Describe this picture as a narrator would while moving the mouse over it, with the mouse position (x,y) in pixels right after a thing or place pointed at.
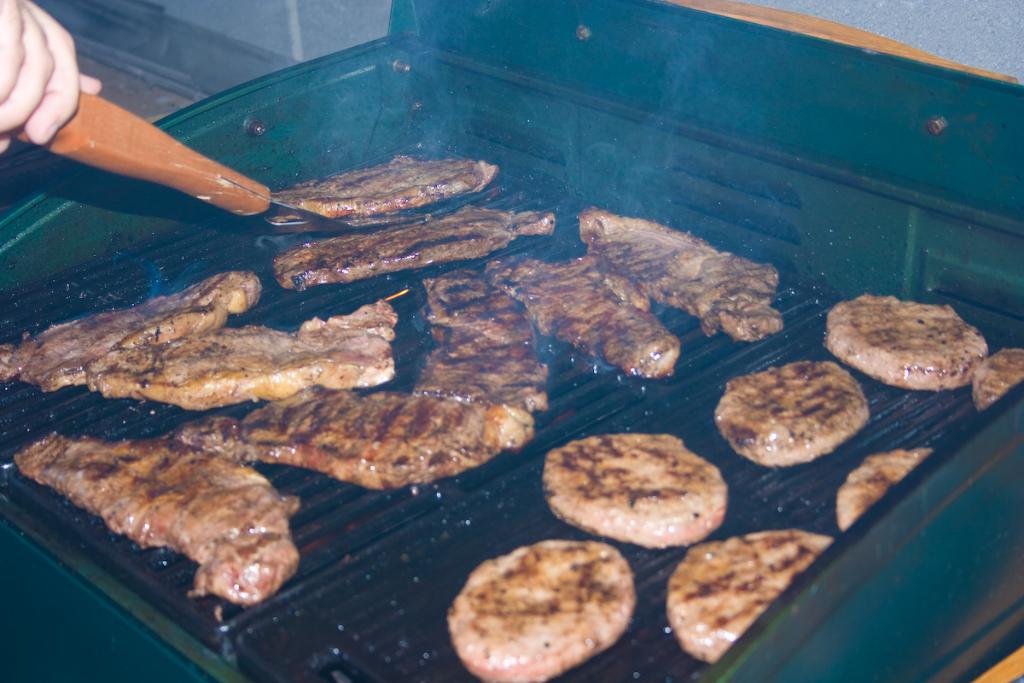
In this picture we can see a barbecue grill stove (335,632) in the front (412,609), there is some meat (650,297) on grilles (317,601), on the left side (56,84) there is a person's hand (29,79), we can see a utensil (163,168) in this hand (40,117).
